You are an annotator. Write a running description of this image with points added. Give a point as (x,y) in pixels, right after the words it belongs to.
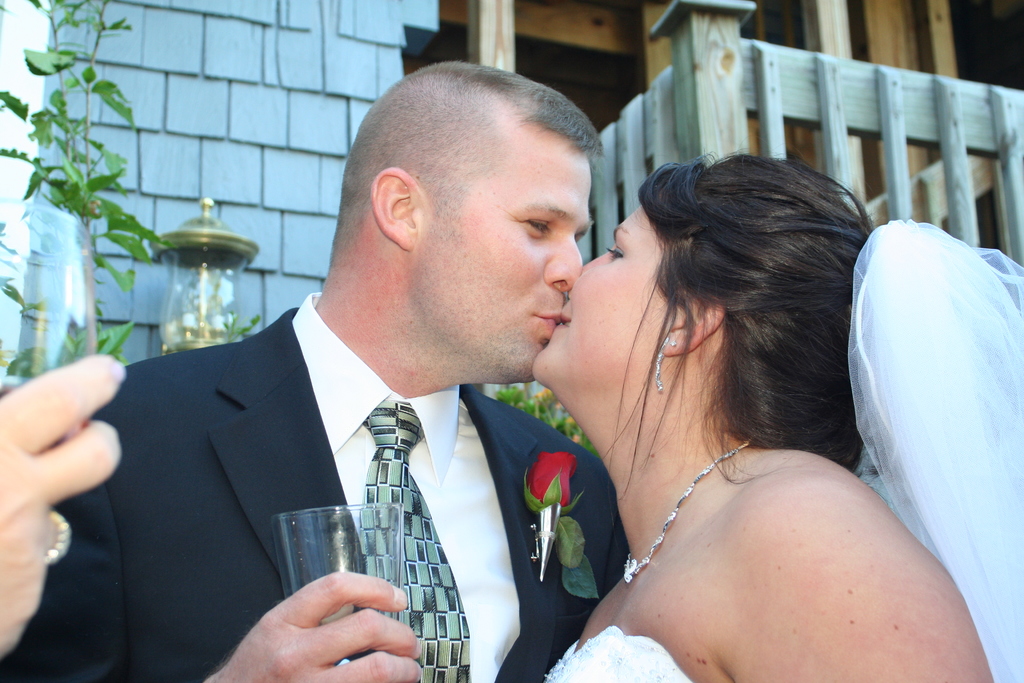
In the image we can see a man (181,367) and a woman (679,570) wearing clothes (171,375) and they are kissing each other. This is a glass (317,550), wooden fence (898,172) and a lamp (182,268).
